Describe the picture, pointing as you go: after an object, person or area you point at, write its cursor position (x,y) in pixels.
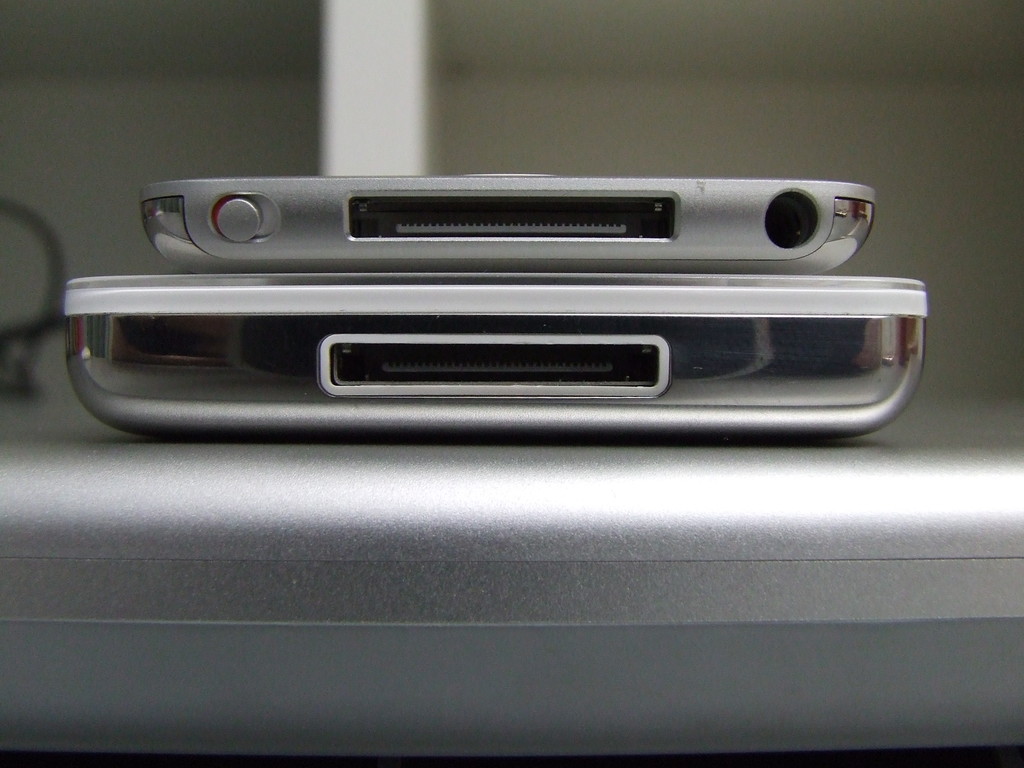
In this image I can see two machine items (147,312) kept on the table (478,467).
